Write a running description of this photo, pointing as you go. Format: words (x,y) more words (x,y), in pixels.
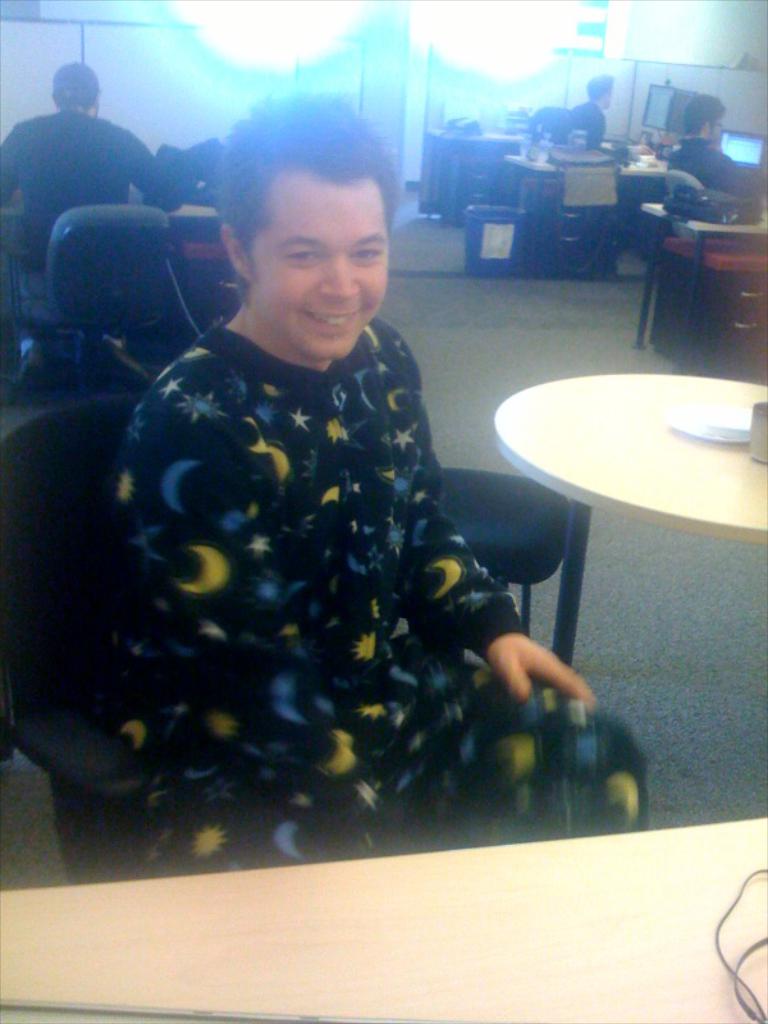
In this picture we can see a person (342,528) sitting on chair (110,584) and smiling and beside to her we can see a table (616,435) with a plate (710,419) and cup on it and in the background (68,100) we can see three men (54,155) sitting on chair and in front of them we have monitors (686,94), keyboard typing on it, bin (494,215), wall (388,131), light (321,59).
